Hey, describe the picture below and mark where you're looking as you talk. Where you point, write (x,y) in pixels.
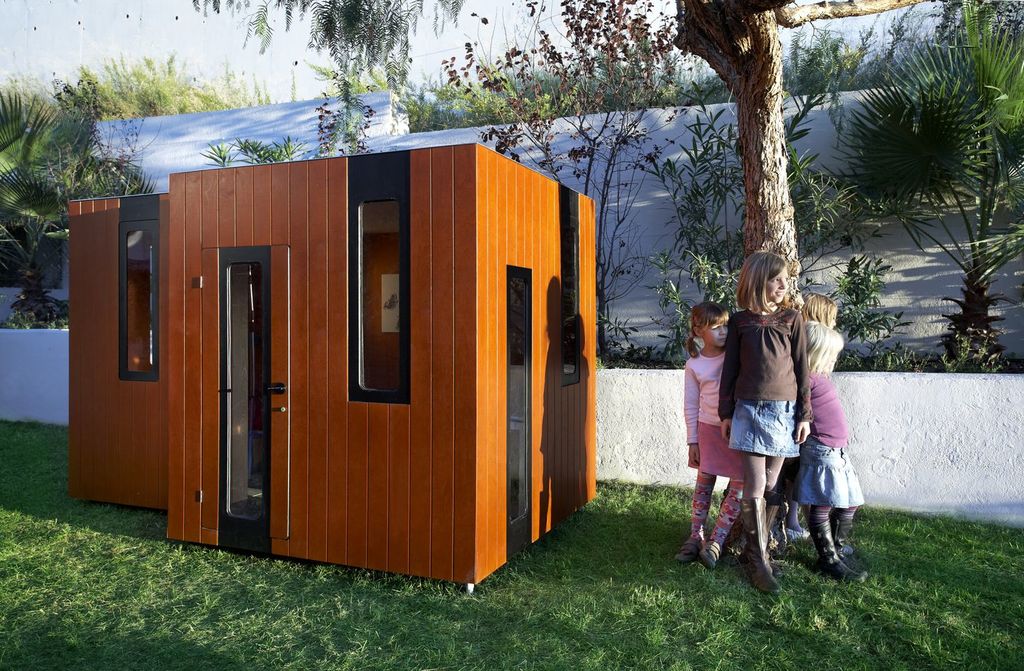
In this image I can see a wooden container (373,361) and I can see there are four children (706,329) standing in front of the tree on the grass (561,559), at the top (157,138) I can see the wall (170,136), in front of the wall (523,126) I can see plants (575,137) and trees (573,137) and at the top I can see the leaves (535,2).
